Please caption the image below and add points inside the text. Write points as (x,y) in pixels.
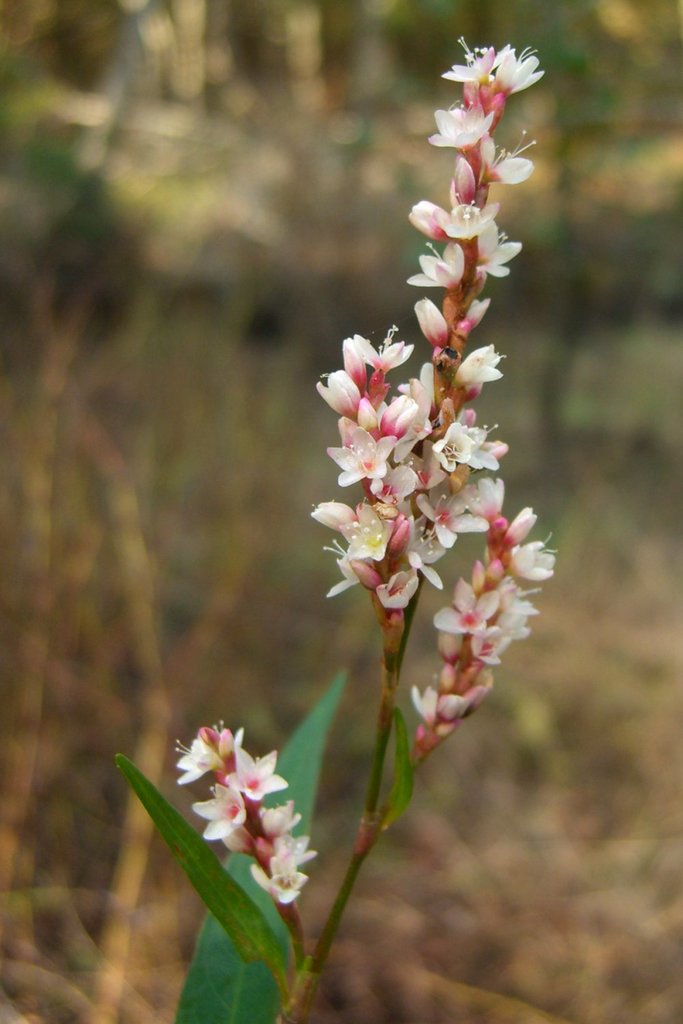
In this picture we can see flowers (416,478) and leaves (271,901) in the front (274,902), in the background (177,134) there are some plants (204,205), we can see a blurry background (275,241).
